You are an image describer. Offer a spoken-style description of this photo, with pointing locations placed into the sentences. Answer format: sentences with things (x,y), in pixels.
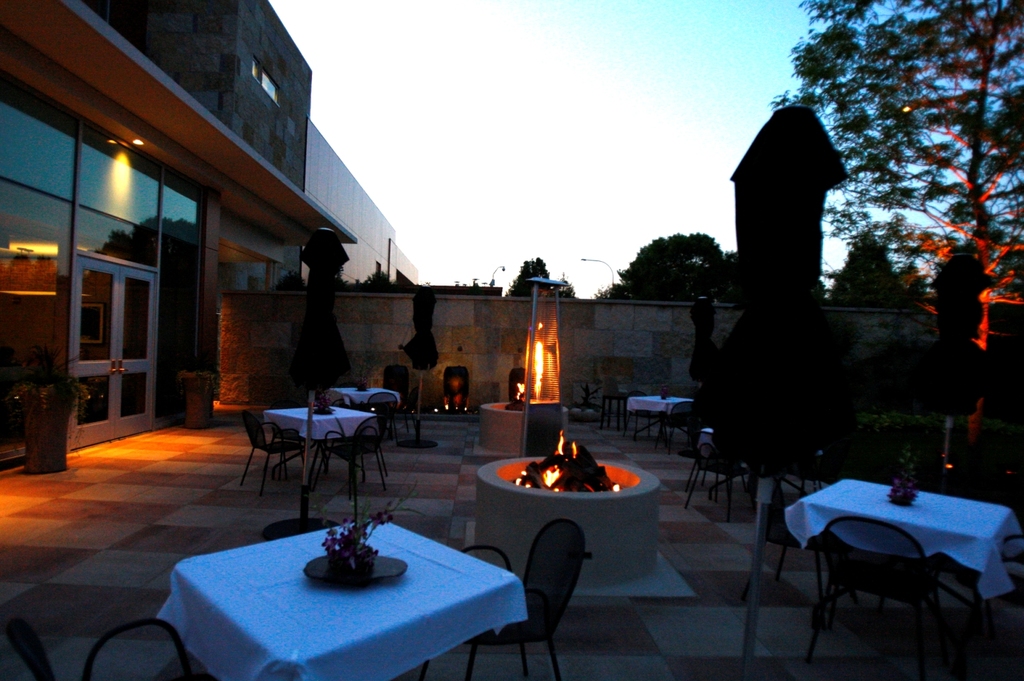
This picture might be taken in a restaurant (818,680). In this image, on the right side (946,550), we can see some tables (917,515) and chairs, trees (1001,300). On that table (955,554), we can see a white color cloth (939,540) and flower pot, plant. On the left side (289,668), we can see some tables (362,619) and chairs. On that table (311,624), we can see a white colored cloth (298,585). On the left side (188,348), we can also see a building (194,293), glass window (161,367), door (78,407), flower pot (50,426), plant (209,381). In the middle of the image (511,432), we can see a fire pit (627,575), in the fire pit (619,504), we can see a fire (593,488). In the background (610,343), we can see a wall (512,305), street light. At the top (667,5), we can see a sky (698,8).
